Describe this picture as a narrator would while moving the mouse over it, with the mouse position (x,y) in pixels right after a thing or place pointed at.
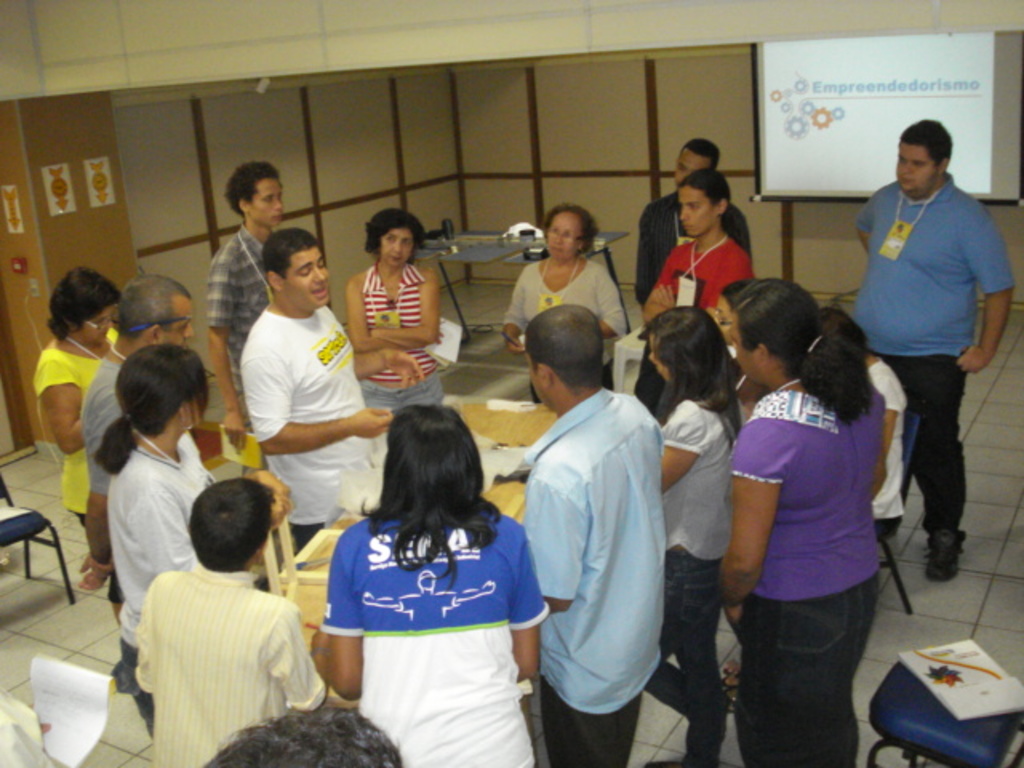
In this picture I can see some people (378,560) are standing in front of the table (511,433), on which we can see some objects (509,450), behind we can see screen (889,106) on the board (880,116) and also we can see some chairs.
